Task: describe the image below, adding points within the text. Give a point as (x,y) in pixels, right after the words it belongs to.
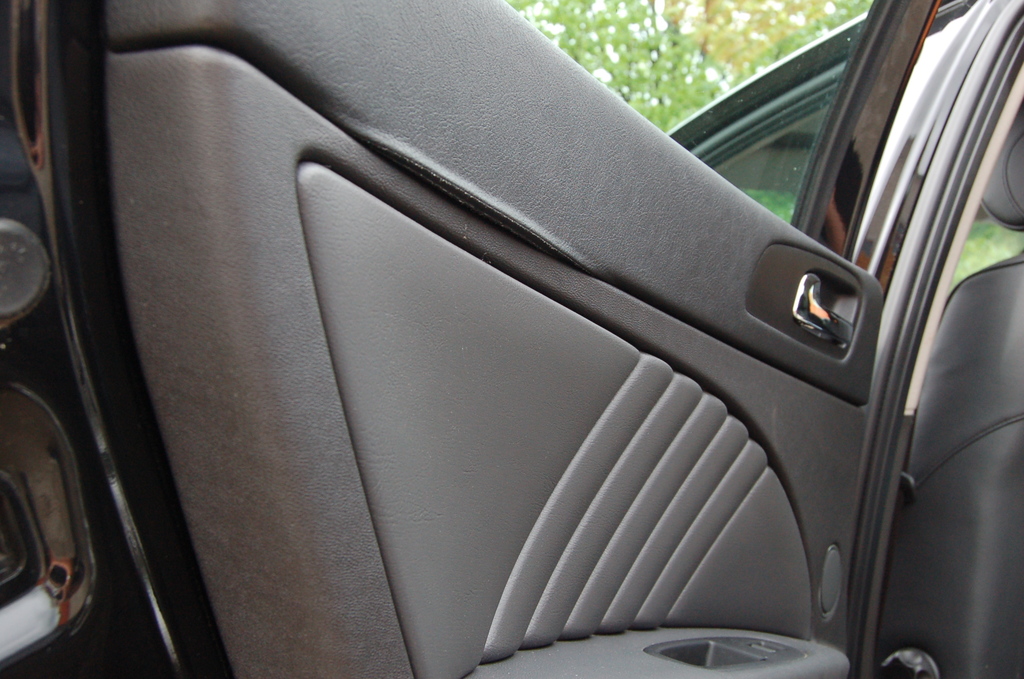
This image is taken outside the car (499,378) in which there is a car (493,509) door in the center (547,313) and there are trees (674,53).
